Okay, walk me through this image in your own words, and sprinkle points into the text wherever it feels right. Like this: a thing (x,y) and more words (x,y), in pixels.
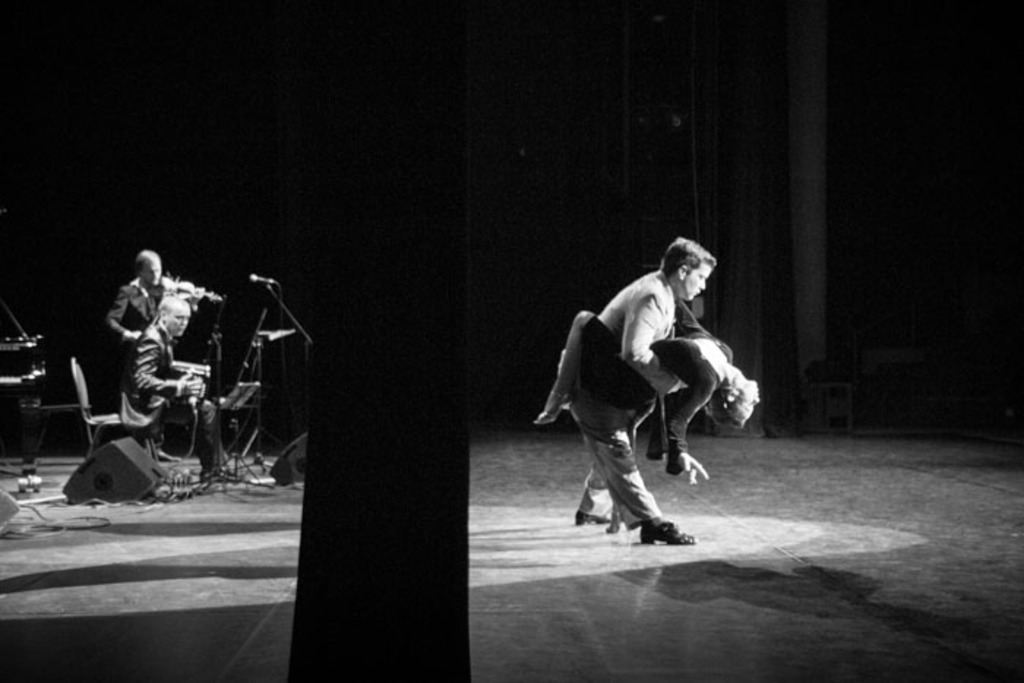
In this picture we can see a man (594,442) and a woman (739,386) dancing, two men (134,324) playing musical instruments (32,350) and in the background (176,72) it is dark.
